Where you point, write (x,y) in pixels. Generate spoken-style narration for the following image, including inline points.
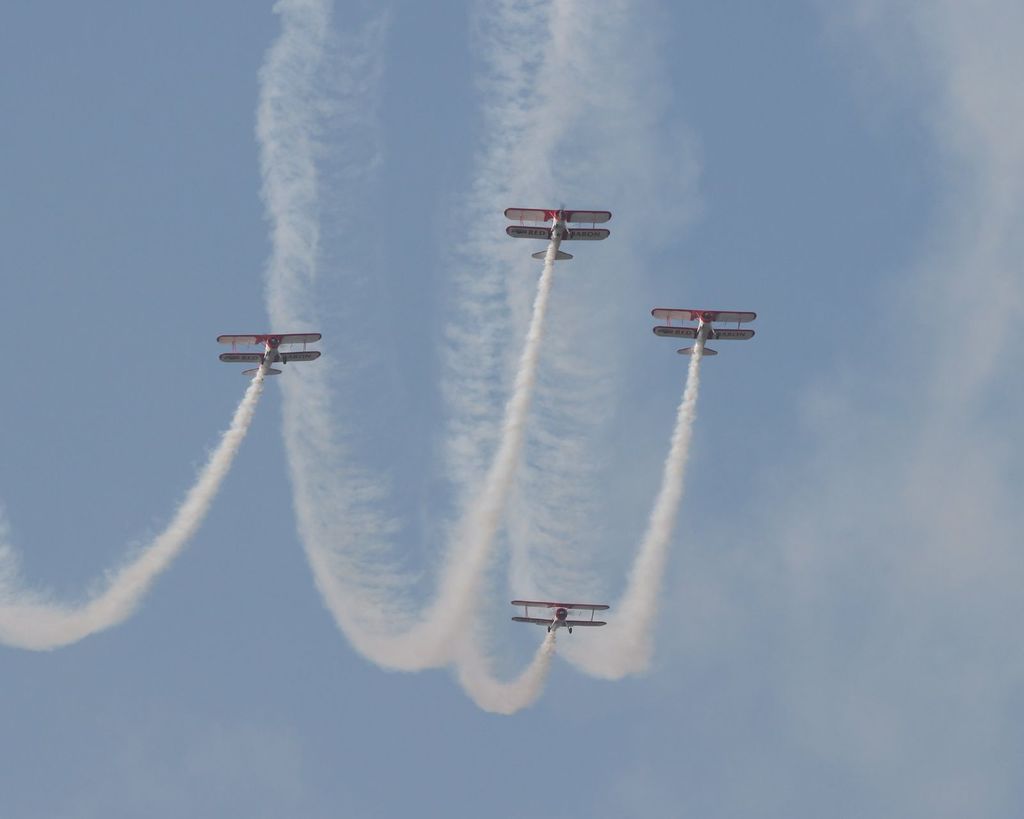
In this picture we can see four aircraft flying in the sky (235,253). Behind we can see white smoke (114,585).
